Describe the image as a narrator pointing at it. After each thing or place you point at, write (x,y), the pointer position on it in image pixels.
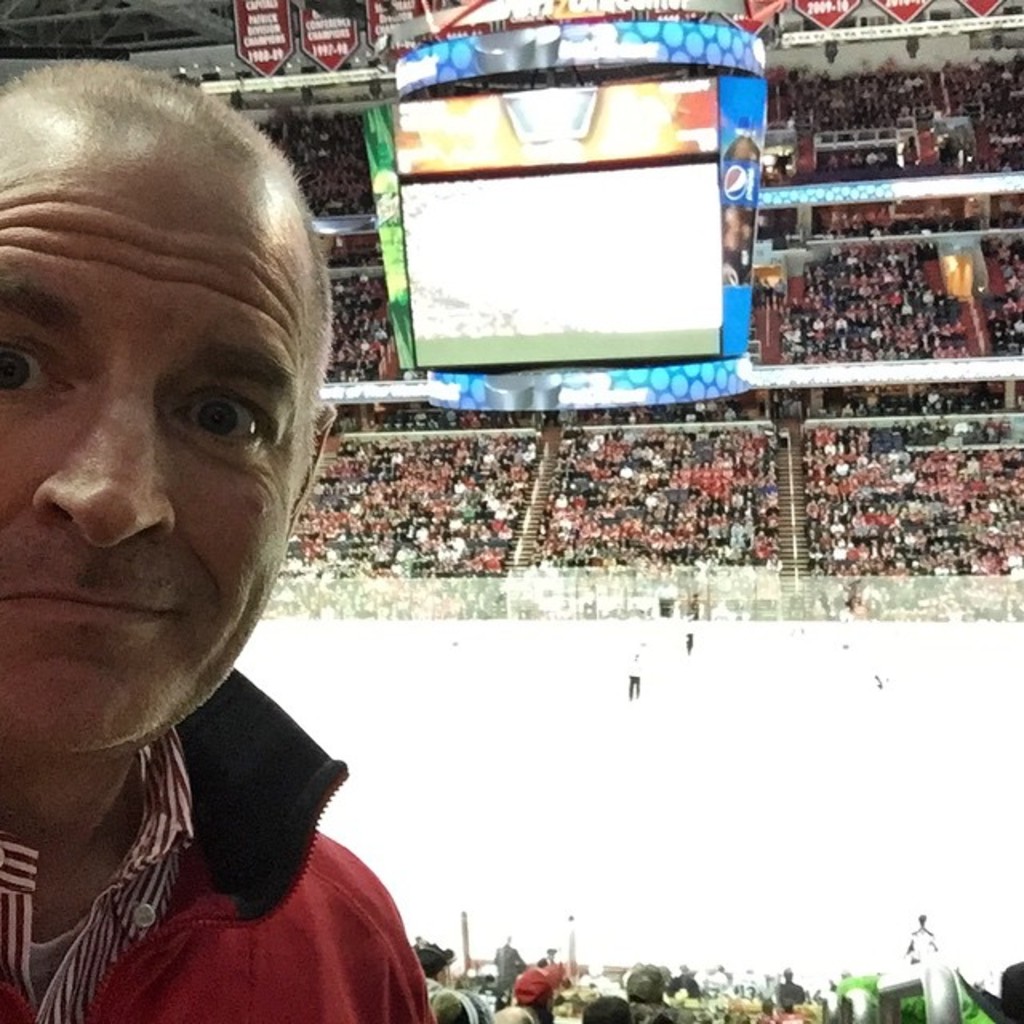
This is a picture of a stadium (931,805). In this picture we can see the crowd (915,493), stairs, screen (719,358), objects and boards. On the left side of the picture (296,976) we can see a man (173,229).
